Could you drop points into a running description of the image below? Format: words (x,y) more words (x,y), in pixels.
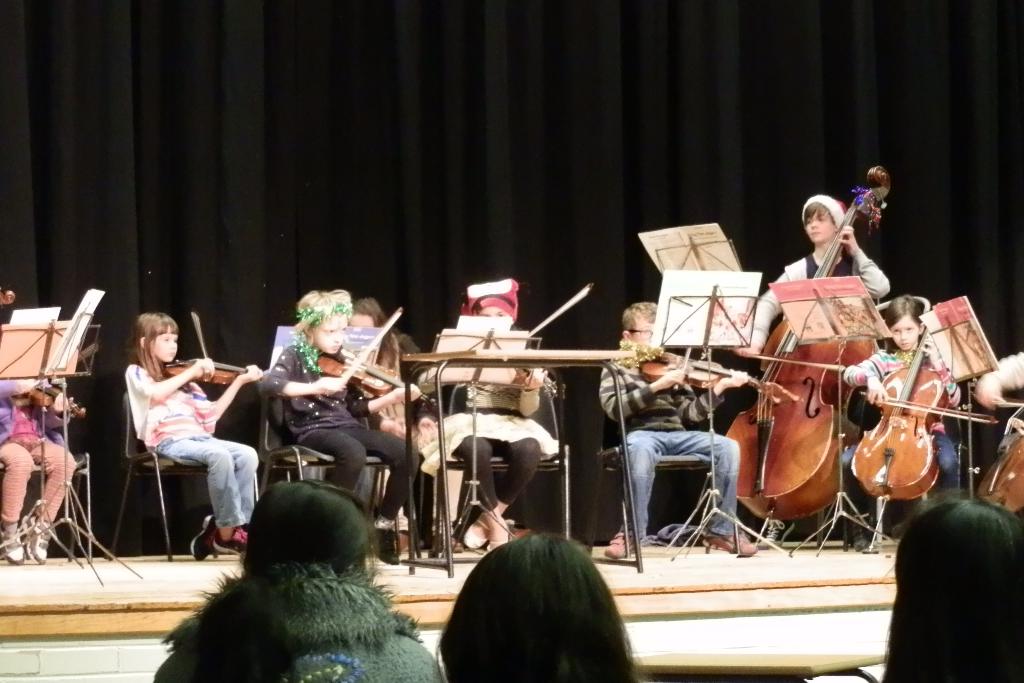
In this picture we can see a group of people (452,443) on the chairs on the stage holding some musical instruments (329,376) and playing them and the background (488,200) is black in color.
